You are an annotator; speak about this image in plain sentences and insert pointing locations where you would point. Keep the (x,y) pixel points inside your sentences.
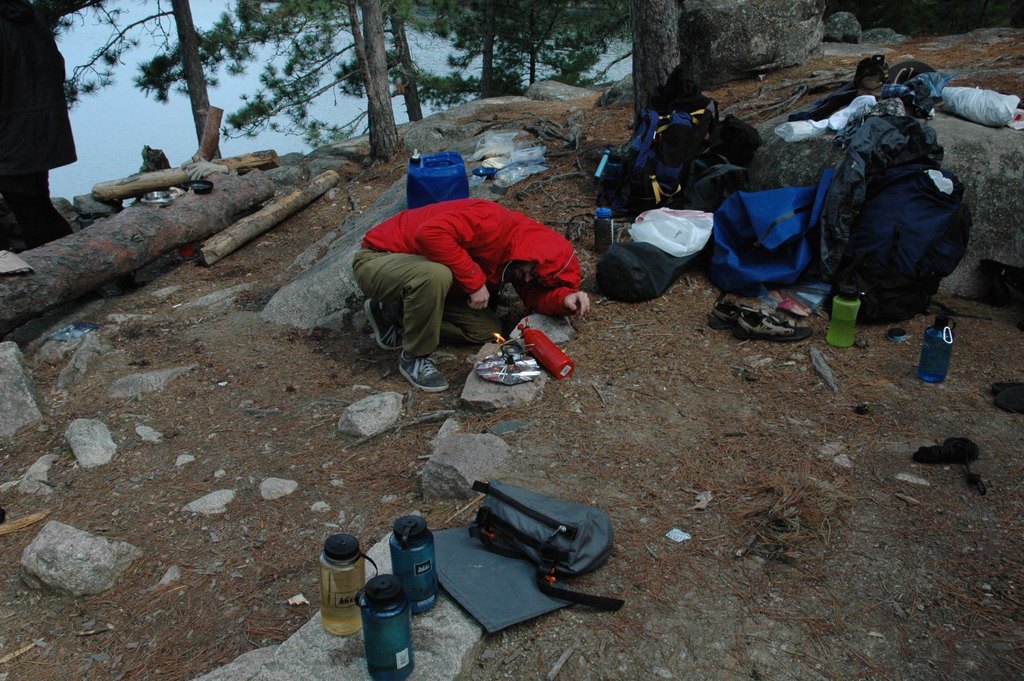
As we can see in the image there is a tree stem (239,211), trees (546,43), rocks (722,37), bottles (382,658), bags (694,146), a person (498,256) wearing red color jacket (484,262), can (417,178), bottle (943,336) and water (110,108).
